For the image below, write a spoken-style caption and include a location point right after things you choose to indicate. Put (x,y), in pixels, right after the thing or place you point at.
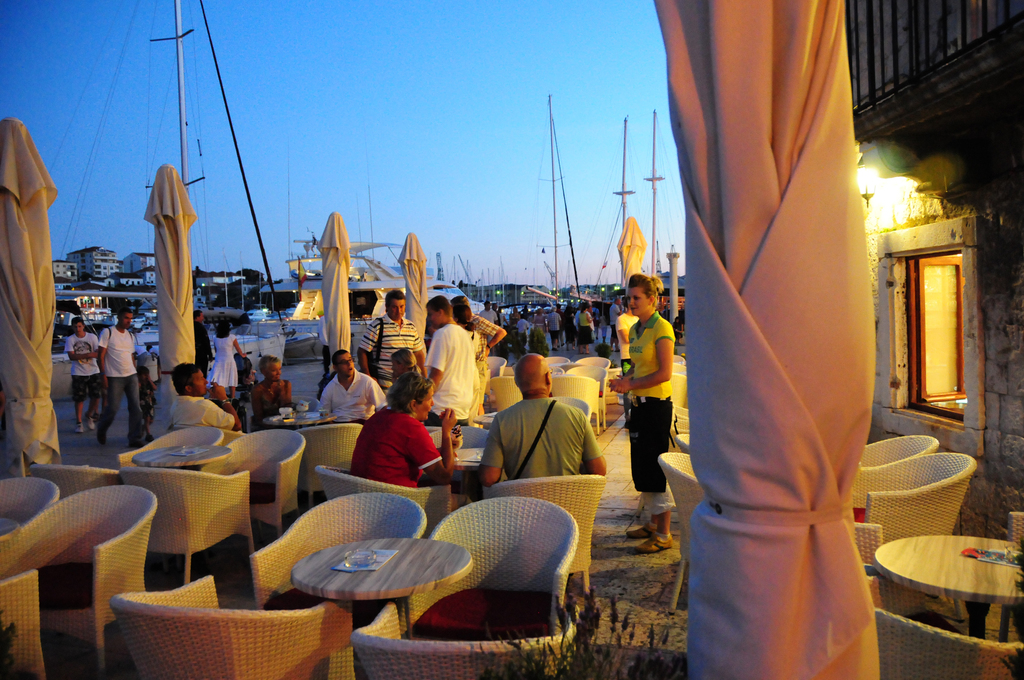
At the top (634,147) we can see a clear blue sky (391,59). Here we can see ships (86,290). These are buildings (86,262). we can see few persons (413,476) sitting on chairs (306,433) in front of a table (477,468) and on the table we can see plates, bowls (352,562), paper (389,555). These are folded umbrellas (759,298). This is a window (947,378). This is a wall (991,458).
